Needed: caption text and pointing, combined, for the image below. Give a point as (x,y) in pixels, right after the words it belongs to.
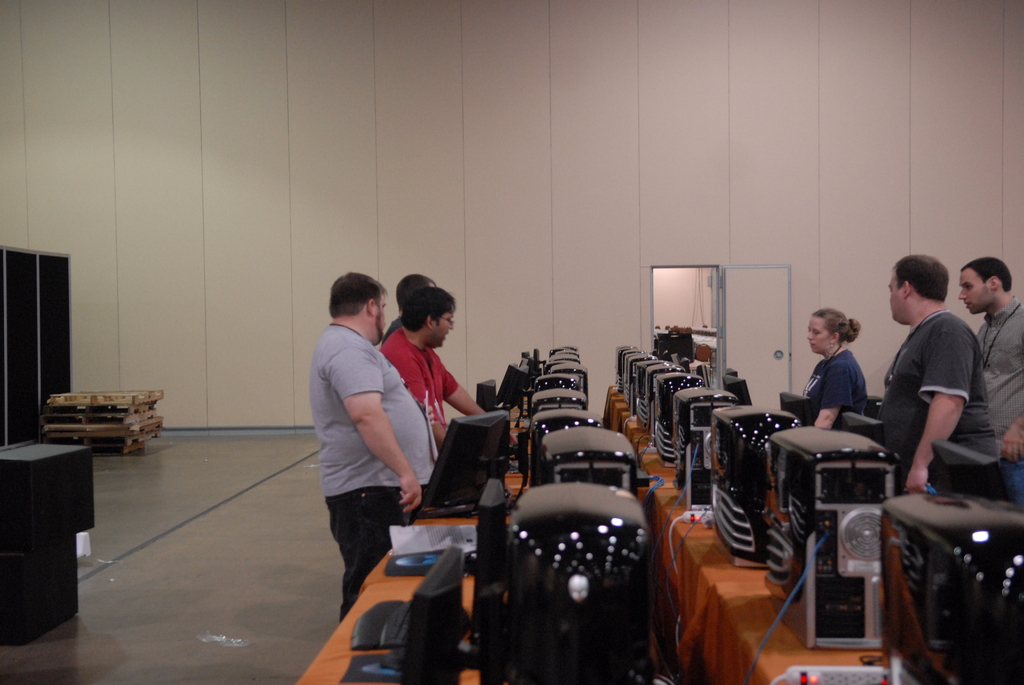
This picture is taken inside the room (168,529). In this image, on the right side (891,311), we can see three people (983,418) are standing in front of the table (749,621), on the table (749,621), we can see some electronic machines (768,479), monitor (442,581), keyboard (376,615) and a paper (395,543) and some electrical wires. In the middle of the image (356,421), we can see three people (393,393) are standing on the floor (284,677). On the left side (13,474), we can see some electronic instrument (86,482), table (57,399), shelf (49,352). In the background (776,344), we can see a door (768,320) which is opened and a wall (675,211).
